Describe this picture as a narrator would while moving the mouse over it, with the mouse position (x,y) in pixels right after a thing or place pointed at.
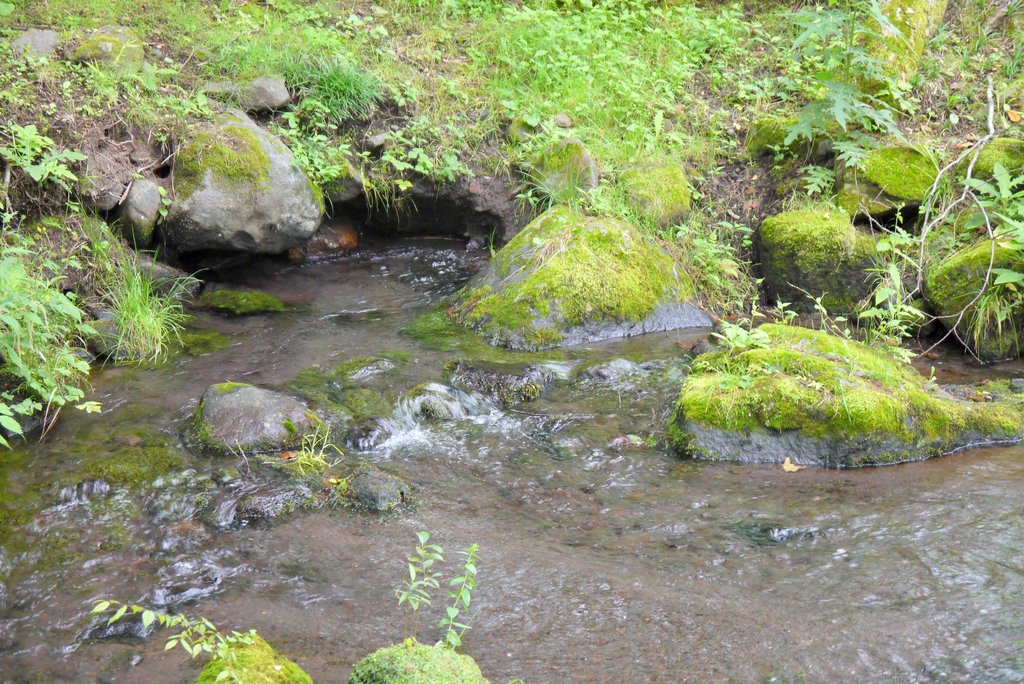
In this image I can see the water (408,515) and few rocks (327,469) in it. I can also see the grass (437,155) to the side of the water (452,499).
